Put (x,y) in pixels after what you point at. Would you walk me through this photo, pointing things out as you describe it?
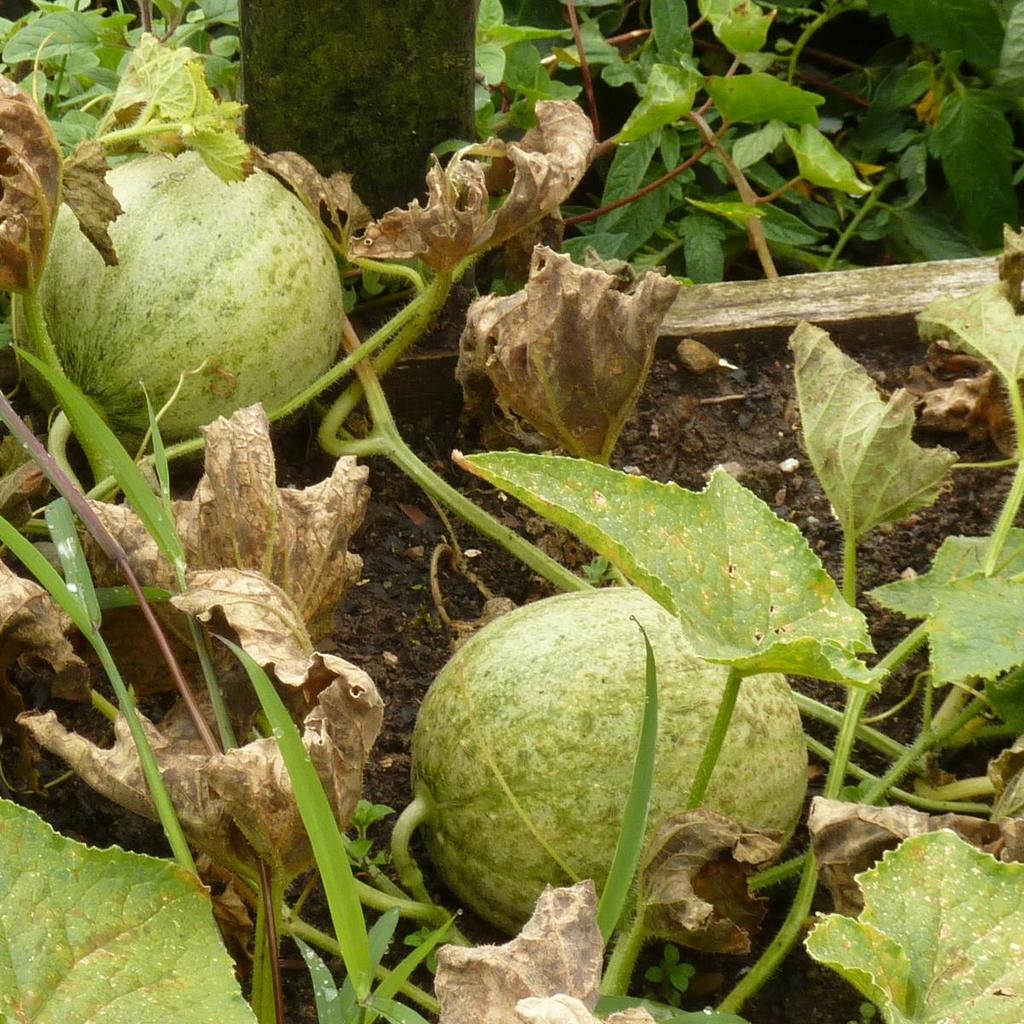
In this image I can see few vegetables (565,716) which are round and green in color to the tree (411,450) which is green and brown in color. I can see the ground (442,572) which is brown in color.
